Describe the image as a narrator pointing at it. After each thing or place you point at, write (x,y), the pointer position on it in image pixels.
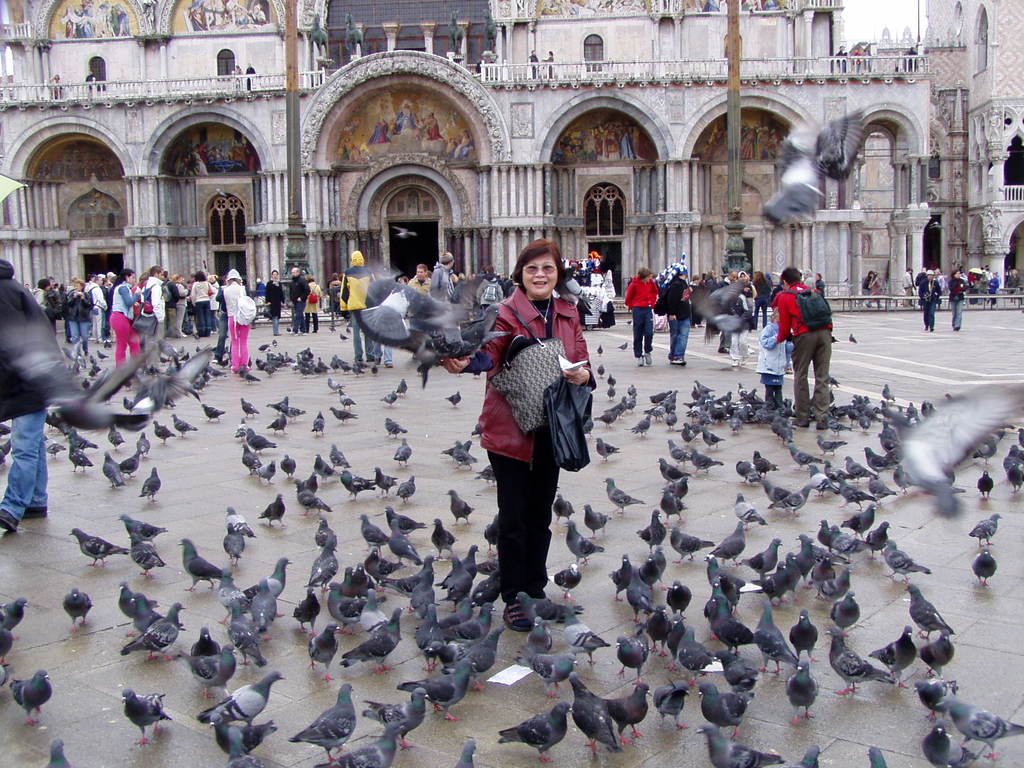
In this image we can see birds (805,503). Also there are people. Some are holding bags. In the back (301,56) there are buildings (268,58) with arches (264,171), pillars (315,183) and doors (601,244). On the walls (178,46) of the building (416,86) there are paintings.
